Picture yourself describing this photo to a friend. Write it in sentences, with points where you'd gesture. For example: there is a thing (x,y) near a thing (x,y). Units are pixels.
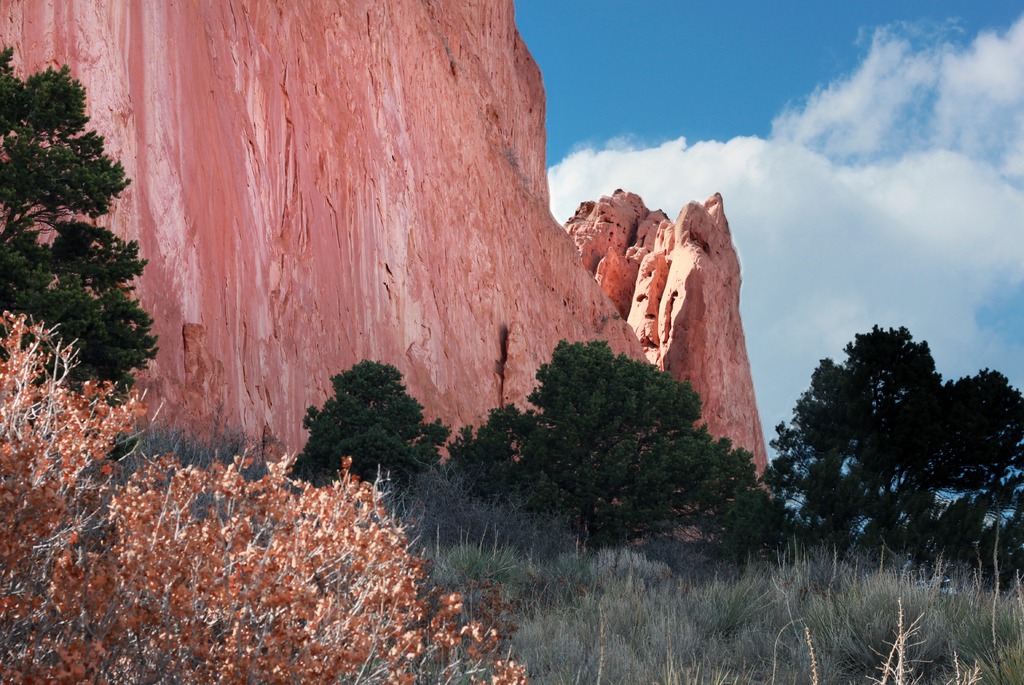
In the picture I can see the grass (518,588), trees (501,497), stone hills (706,255) and the blue color sky (763,138) with clouds (649,193) in the background (963,55).
